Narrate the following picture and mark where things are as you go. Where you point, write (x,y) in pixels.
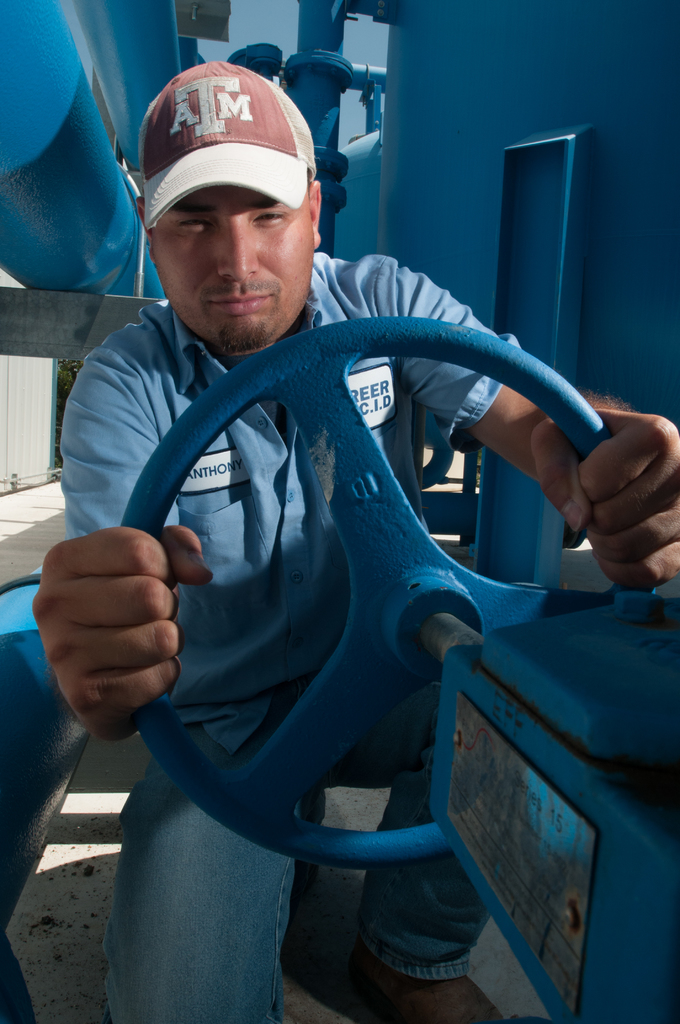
In the picture we can see a man (174,250) sitting on the knee (166,826) and holding a valve wheel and he is in blue shirt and cap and beside him we can see a tank (631,271) with a metal support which is also blue in color and beside the tank (602,104) we can see some pipes (42,90).
